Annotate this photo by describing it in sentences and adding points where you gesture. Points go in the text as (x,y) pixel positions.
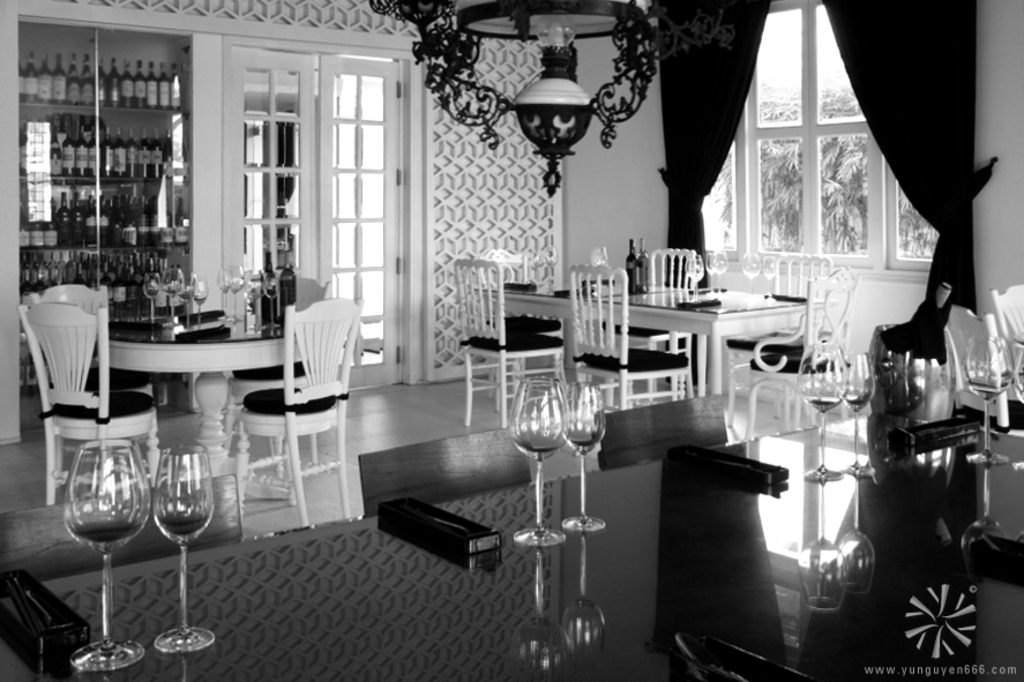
This is a black and white image. In this image we can see bottles (106,160) arranged in shelves (174,50), door (301,166), windows (795,243), dining table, chairs (304,332), glass tumblers (153,288), beverage bottles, table (863,492), curtains (692,50), light (553,110) and wall (536,199).
